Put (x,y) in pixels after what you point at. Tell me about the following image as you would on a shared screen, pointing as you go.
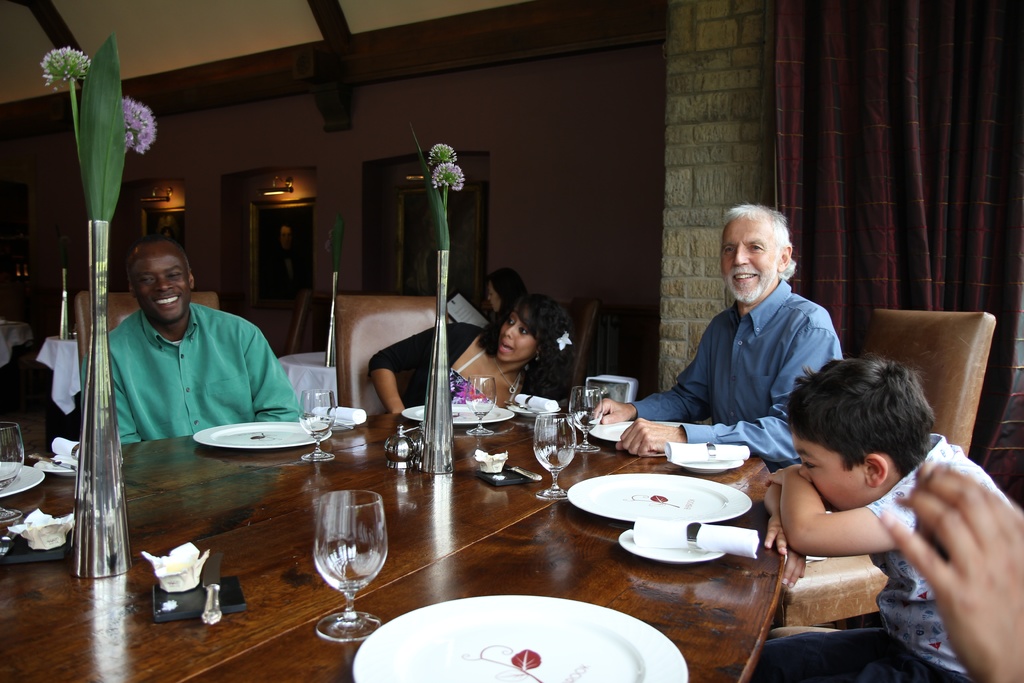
In this picture we can see group of people (925,432) they are all seated on the chair (970,425), in front of them we can find flower vase (98,500), plates (449,604), glasses (338,574), tissues (671,522) on the table (232,481), in the background (285,189) we can see curtains (816,179) and couple of lights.
